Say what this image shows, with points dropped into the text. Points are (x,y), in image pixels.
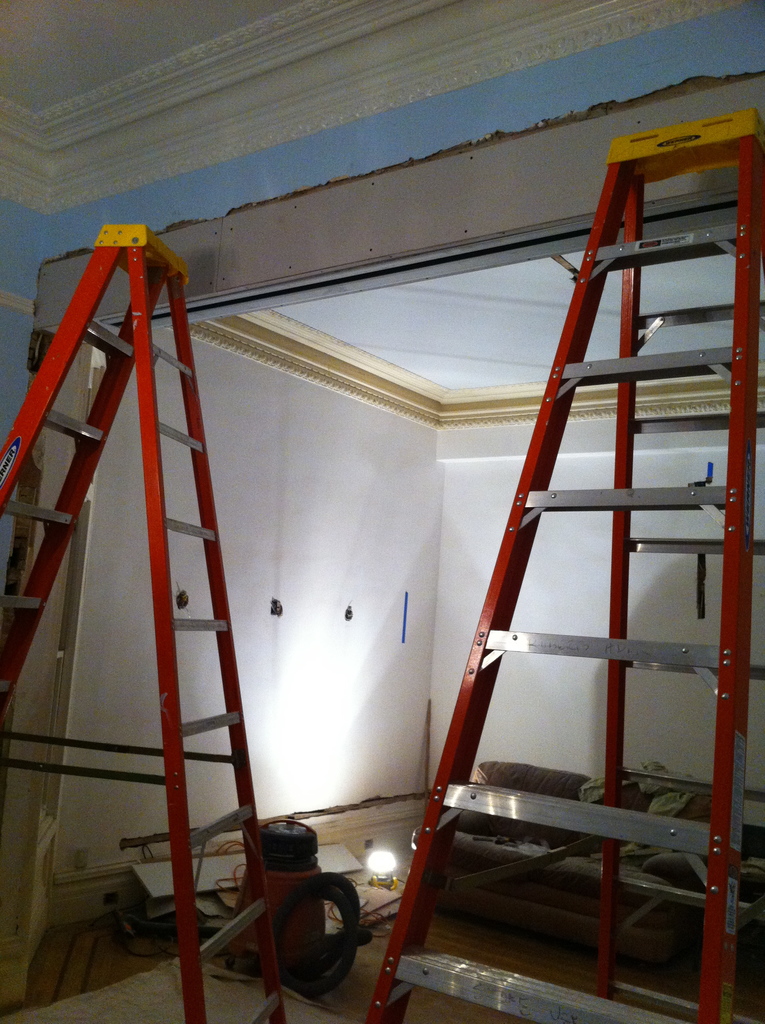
In this picture, we can see the inner view of a room (369,524), we can see the walls (764,685), roofs (504,315) and the ground (368,952) with some objects (546,882) like ladders (721,877), and light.
